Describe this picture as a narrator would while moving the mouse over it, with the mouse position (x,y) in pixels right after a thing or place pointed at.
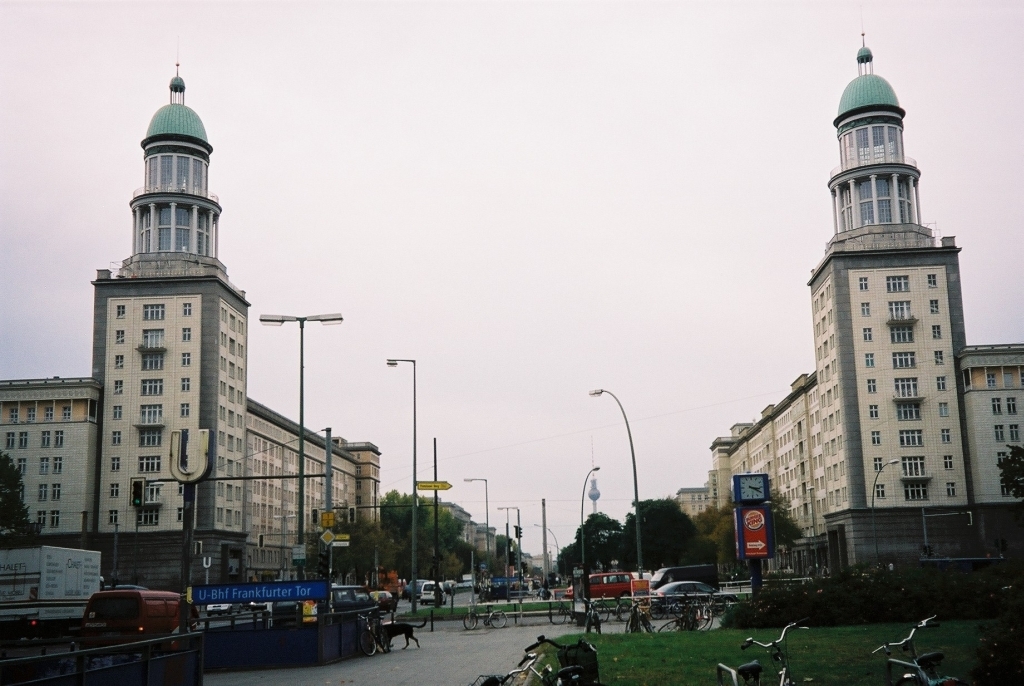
In this image I can see few building (931,397), windows (910,410), light poles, vehicles (600,577), sign boards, trees (424,541), clock (748,481), boards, traffic signals (518,558) and few bicycle (569,683). The sky (512,472) is white color.
